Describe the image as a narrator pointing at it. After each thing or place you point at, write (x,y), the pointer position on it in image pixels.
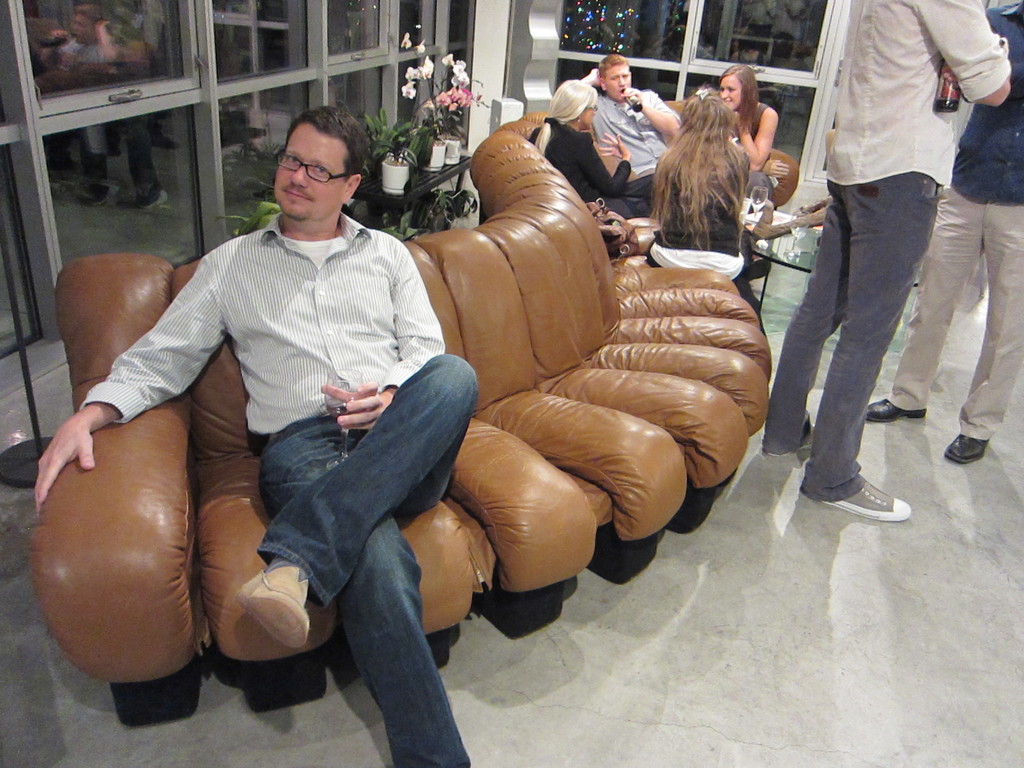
Few people (371,454) sitting on a sofa (256,447) and these two people (893,290) standing, this man (336,451) holding a glass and this person (890,304) holding a bottle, beside this woman (670,244) we can see a bag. We can see glasses (794,240) and objects (784,221) on the table (771,255). In the background (397,74) we can see glass windows (284,21) and house plants (409,90).
